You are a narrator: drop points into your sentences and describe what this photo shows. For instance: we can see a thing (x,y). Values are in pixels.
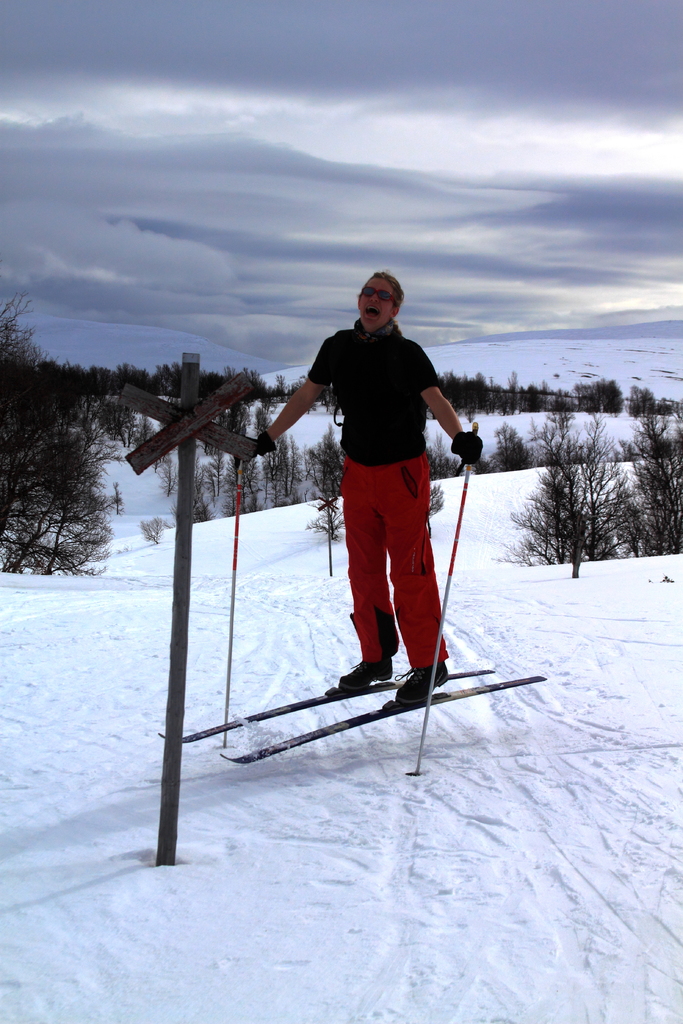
As we can see in the image there are trees (659,475), snow (569,386), sky (363,261), clouds (316,56) and a woman (417,456) holding sticks (454,560) in her hands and standing on skiing board (377,714).
